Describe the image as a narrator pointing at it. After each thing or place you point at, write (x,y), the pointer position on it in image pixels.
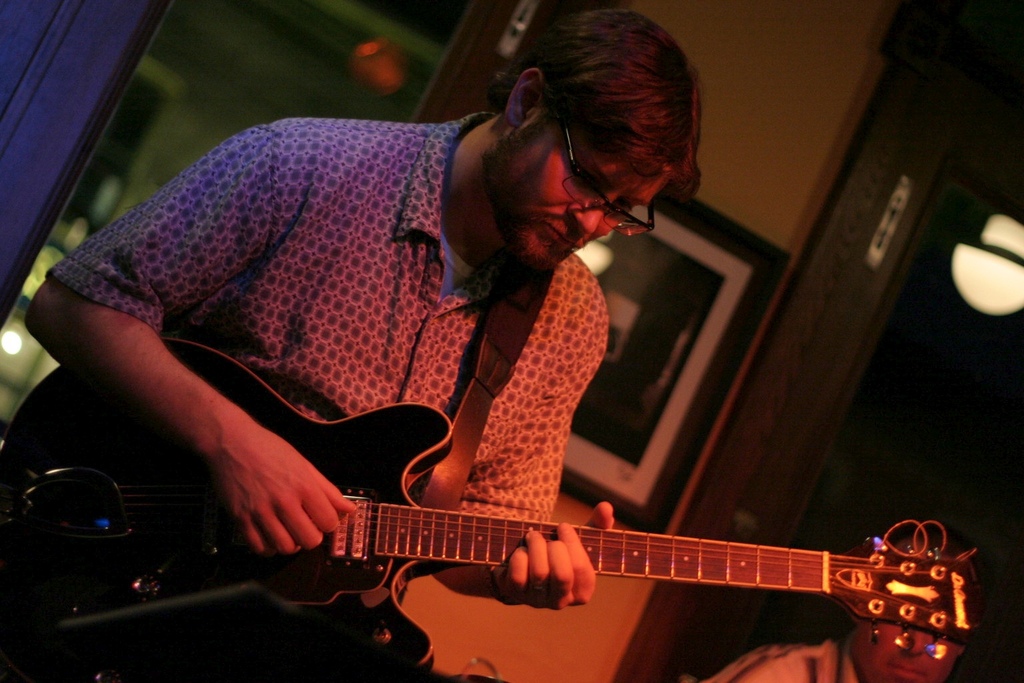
In this image we can see a man (415,289) holding a guitar (166,507) in his hands (271,507) and playing it. In the background (902,651) we can see a person (913,661) and a photo frame (709,295) on the wall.
